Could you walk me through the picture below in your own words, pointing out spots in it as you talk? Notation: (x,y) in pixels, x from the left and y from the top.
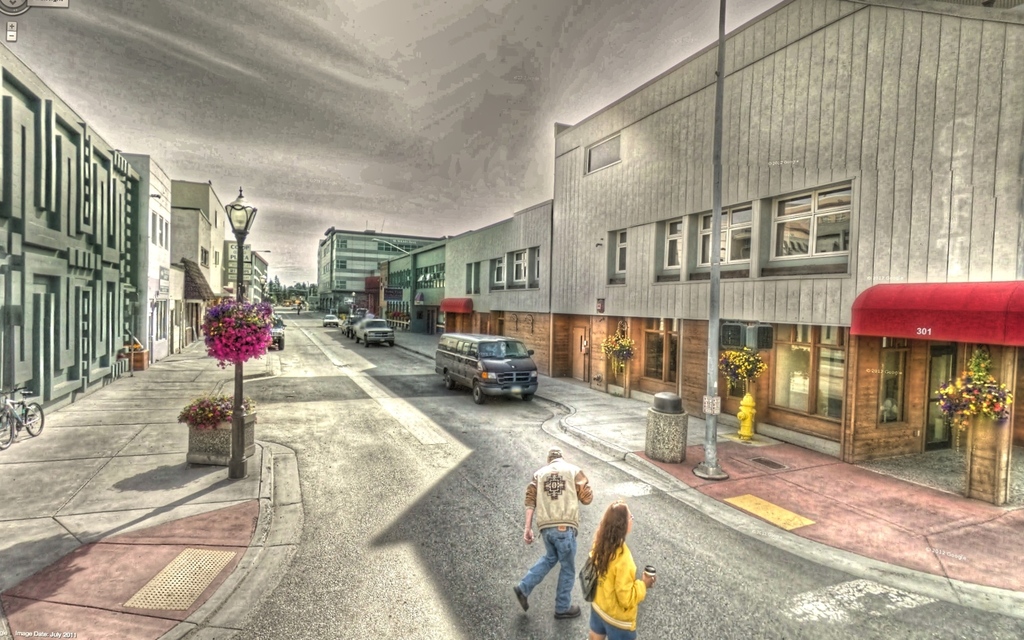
This is a animated image of buildings (68,314) and cars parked on the road (363,489), also there are some electrical poles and people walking on the road (338,478).
